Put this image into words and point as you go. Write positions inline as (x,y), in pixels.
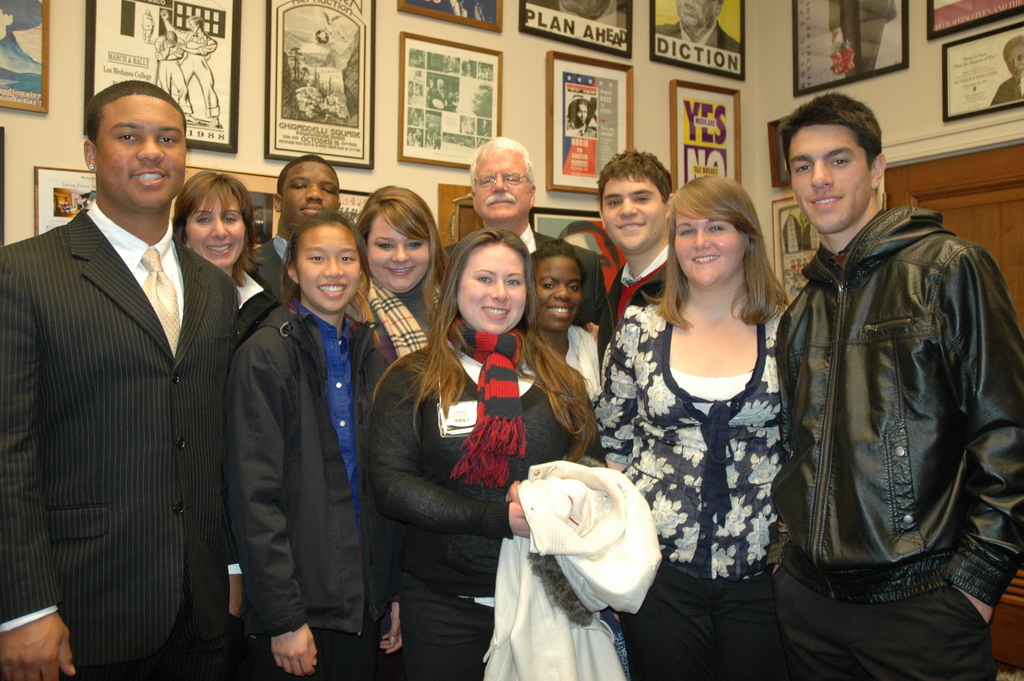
In the picture we can see a group of men and women (363,331) are standing on the floor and one woman (543,393) is holding a cloth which is white in color and they all are smiling, in the background (164,61) we can see a wall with photo frames (2,39) and images (177,92) on it.
